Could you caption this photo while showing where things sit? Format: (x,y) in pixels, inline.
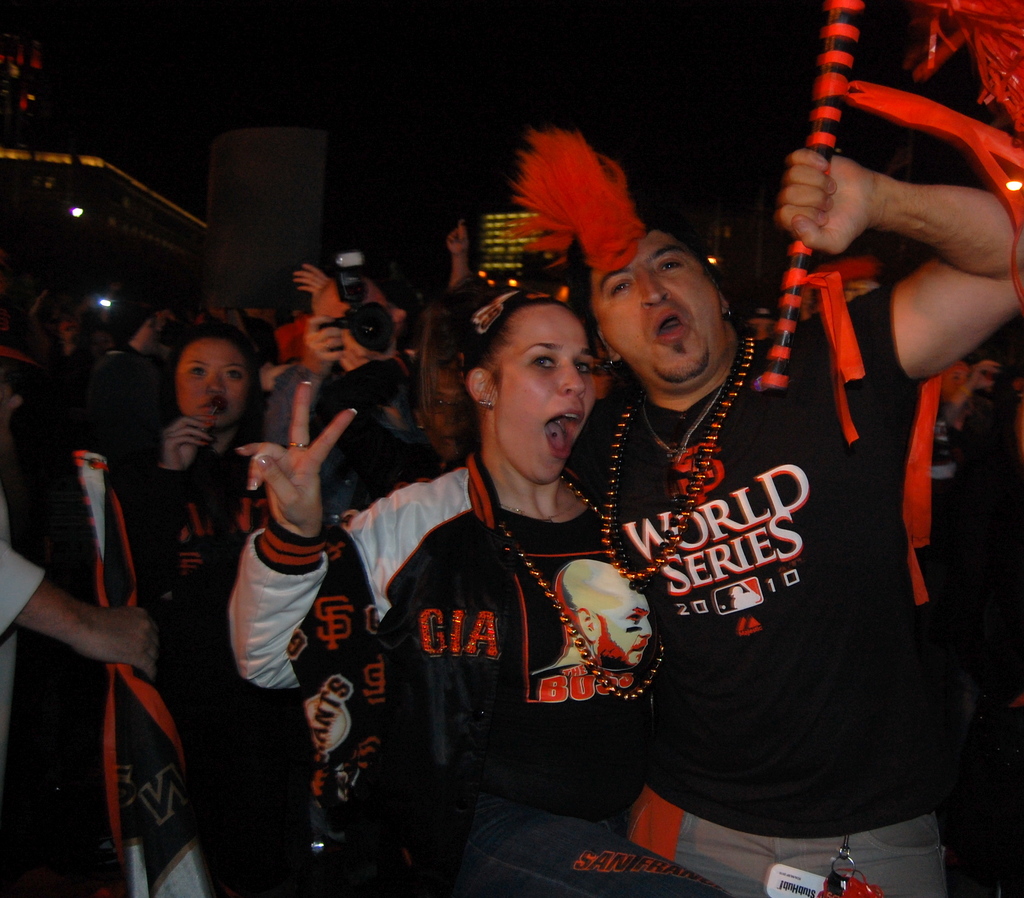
In this image we can see there are a few people (537,545) standing and holding some objects (171,779) in their hands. In the background (74,198) there are buildings (177,225).
